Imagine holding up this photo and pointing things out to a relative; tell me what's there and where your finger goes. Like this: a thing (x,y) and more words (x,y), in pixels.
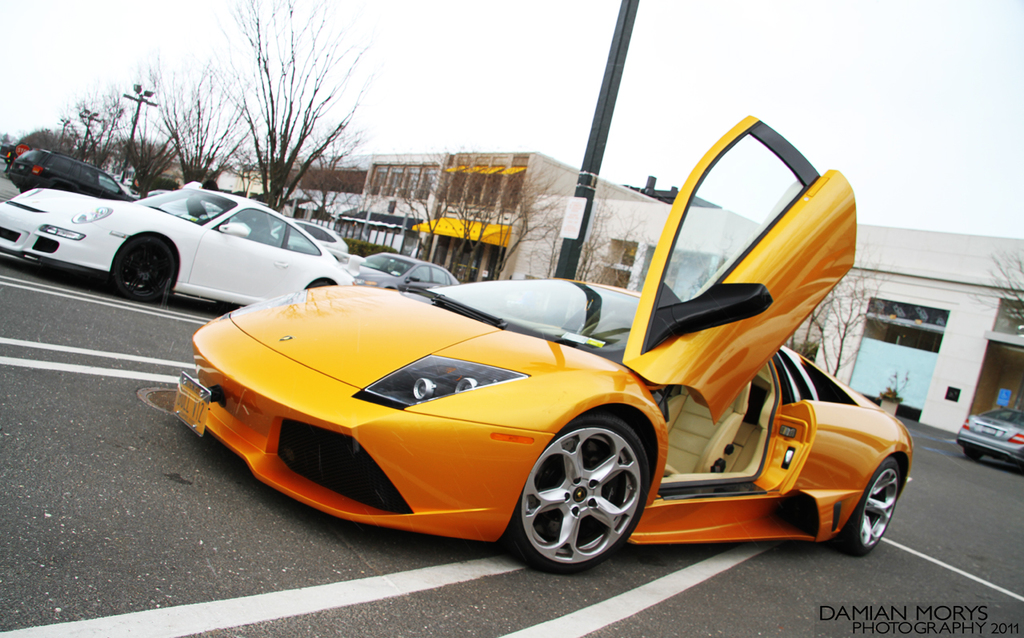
In the foreground of this image (445,482), there is an orange car (442,528) with one door (769,345) open is on the road (336,585). In the background (247,265), there are cars (182,193), poles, trees (296,134), buildings (951,259) and the sky (732,44).
